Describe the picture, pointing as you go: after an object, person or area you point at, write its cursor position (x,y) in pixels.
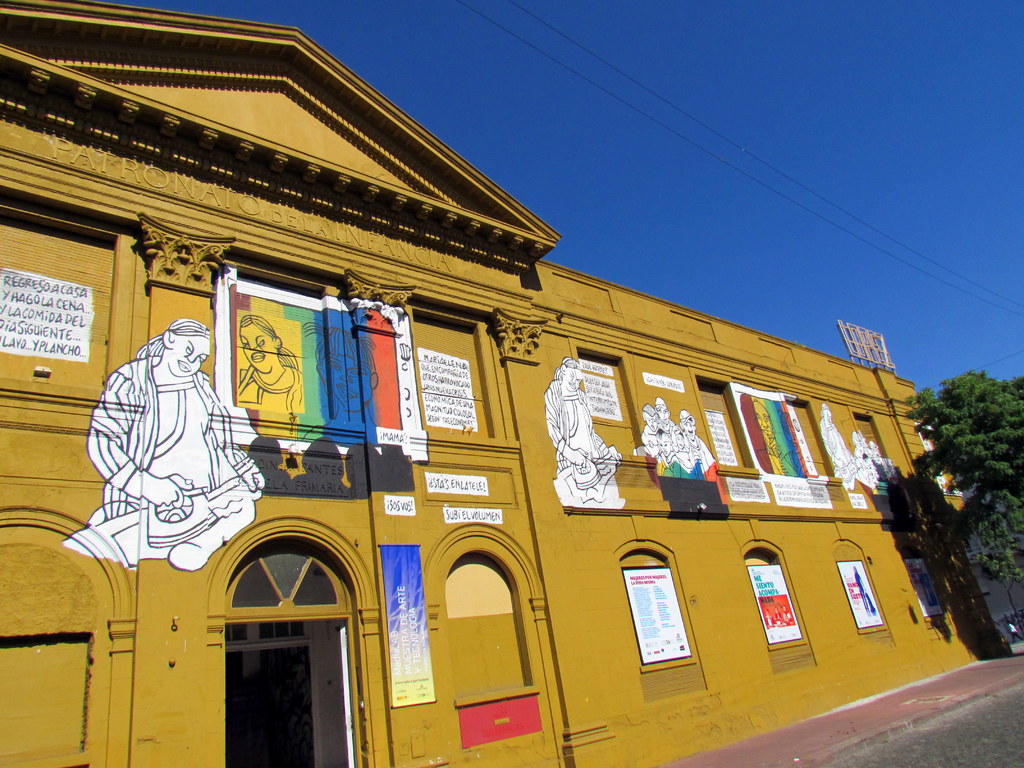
In this picture there is a building (461,500) which has few pictures (343,418) and something written on it and there is a tree (981,461) in the right corner (968,411) and the sky (798,85) is blue in color.
